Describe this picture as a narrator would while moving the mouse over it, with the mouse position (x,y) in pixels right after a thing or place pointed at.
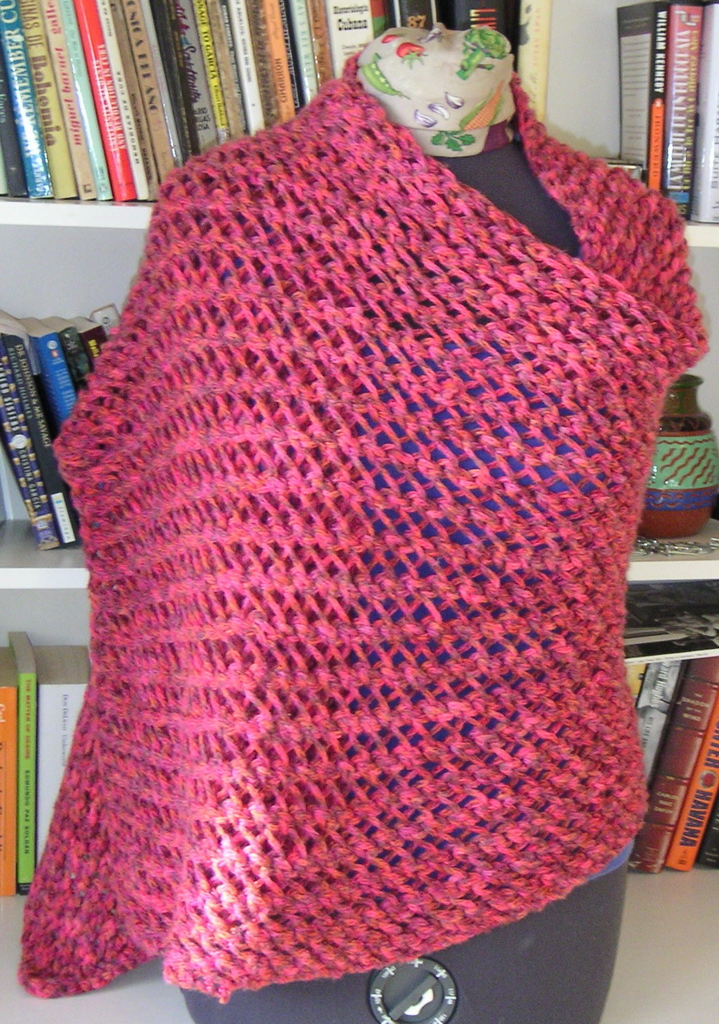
In this image we can see a woolen cloth (468,544) wrapped to an object (530,930) and a white color cloth (430,98) with a design (451,93) and in the background (25,781) there are few books (94,105) and a vase (680,471) on the shelf (566,7).
